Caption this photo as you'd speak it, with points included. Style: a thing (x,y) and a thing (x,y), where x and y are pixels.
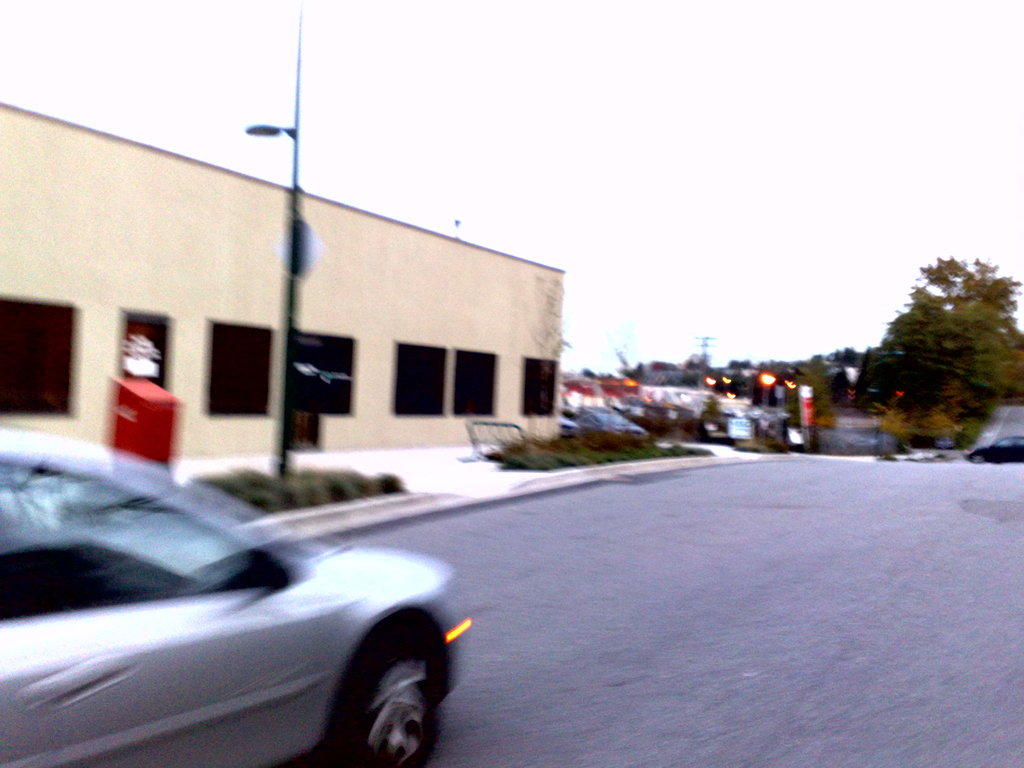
On the bottom left (284,648) there is a car (163,714) on the road (837,710). On the left (204,219) we can see building (518,406). Here we can see red color box (164,397) near to the street light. In the background (629,383) we can see many buildings (619,396), street lights (769,379), trees (881,415) and poles (800,427). On the top (789,142) there is a sky (783,119).
